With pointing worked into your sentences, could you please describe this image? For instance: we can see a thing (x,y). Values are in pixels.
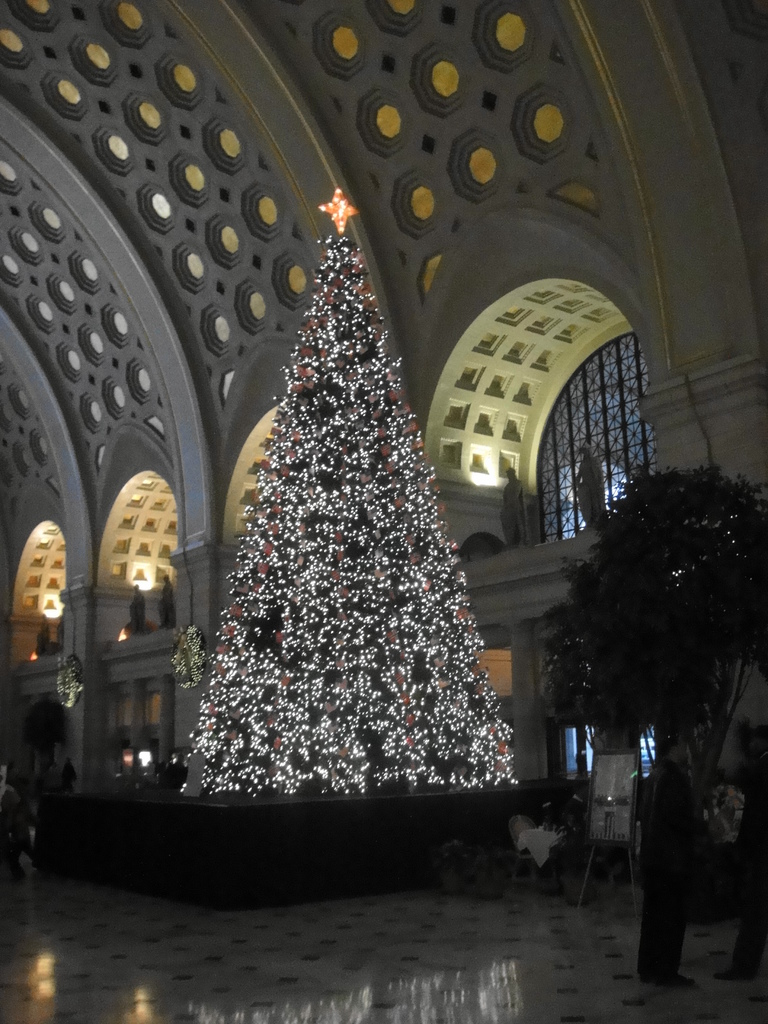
The image is taken inside the building (132,176). On the right (688,544) we can see people (647,801), board (611,804) and tree (712,685). In the middle of the picture (291,664) there is a christmas tree (343,259). In the background (117,671) there are people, table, sculptures (589,498) and wall (36,609).
